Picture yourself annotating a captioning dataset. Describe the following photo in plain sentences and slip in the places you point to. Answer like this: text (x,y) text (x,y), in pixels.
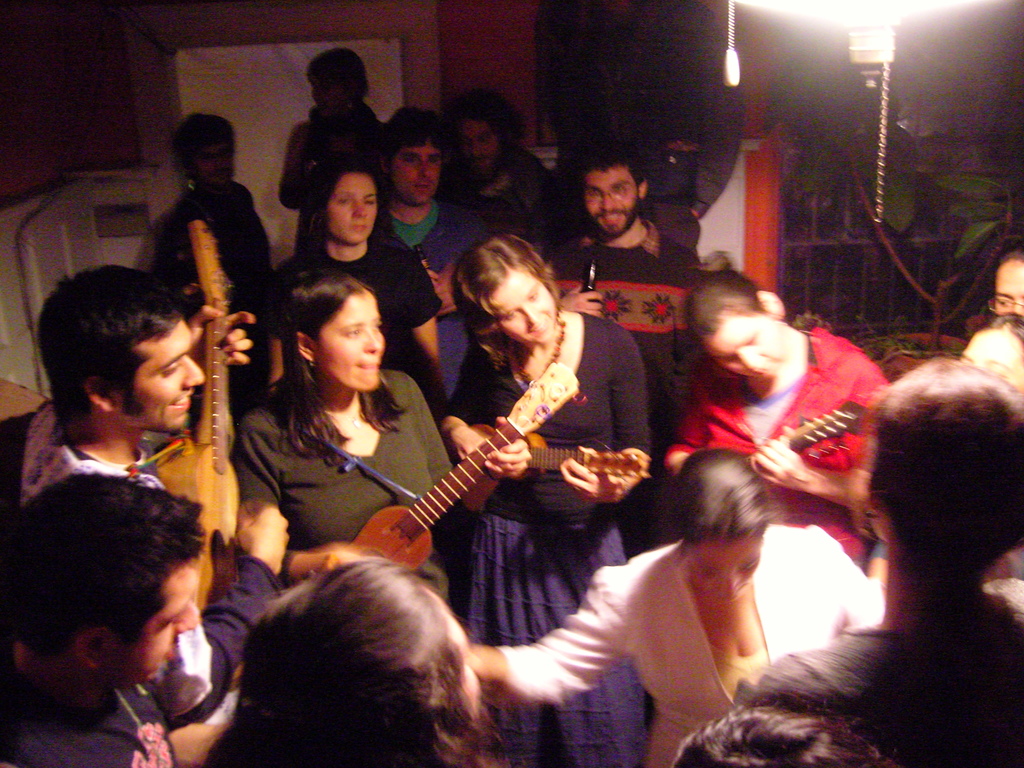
In the image we can see a lot of people (502,210) were standing. And they were smiling which we can see on their face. And in the center (603,379) the four of the people (381,381) were holding the guitar (577,452). And coming to the background (480,57) we can see the wall (520,84).
